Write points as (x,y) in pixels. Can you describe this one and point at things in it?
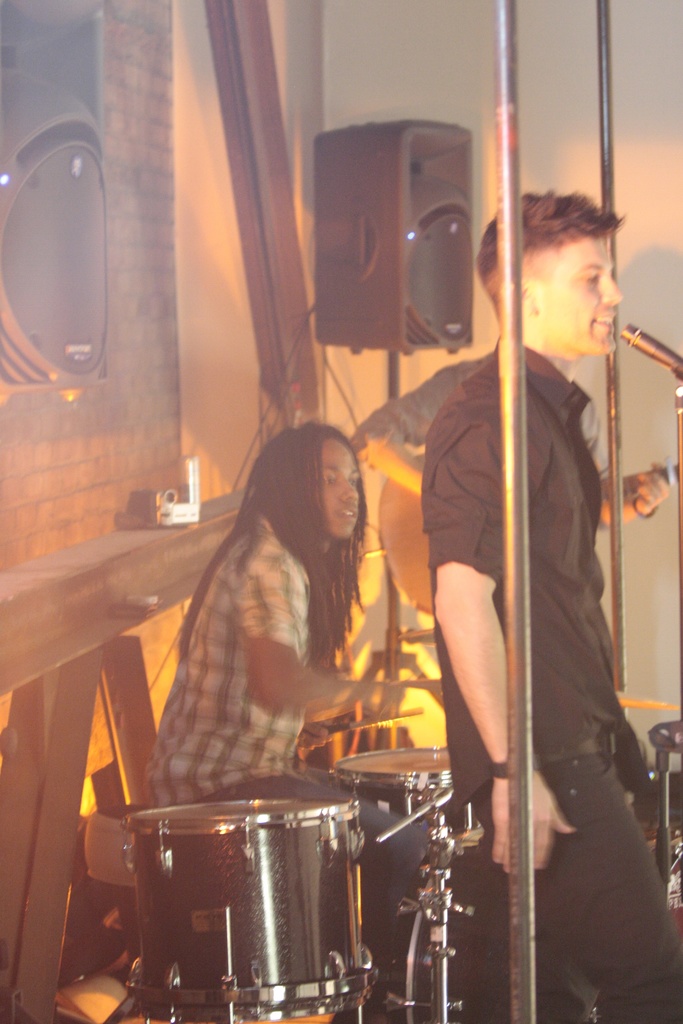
In the image we can see there is a man (571,574) standing and there is a mic (659,345) kept on the stand (680,654). There is a person (286,633) sitting and holding sticks (386,715) in his hand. There is a drum set (331,865) and there are speaker boxes (346,222) kept on the stand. Behind there is a wall (80,453).
